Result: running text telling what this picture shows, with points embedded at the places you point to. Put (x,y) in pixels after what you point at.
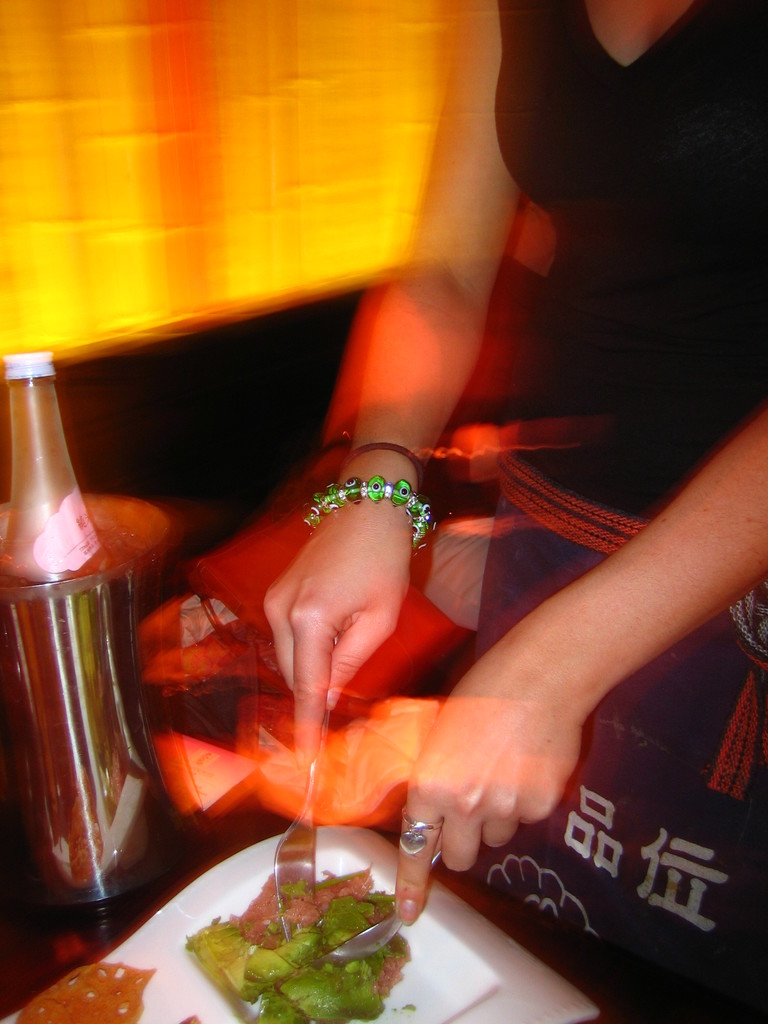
In this image we can see a person (534,565) holding a spoon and a fork (308,854), there is some food (246,973) on the plate (422,985) and a bottle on the table (110,912) and beside the person (347,525) there is a couch (217,407) with pillow (457,555).
